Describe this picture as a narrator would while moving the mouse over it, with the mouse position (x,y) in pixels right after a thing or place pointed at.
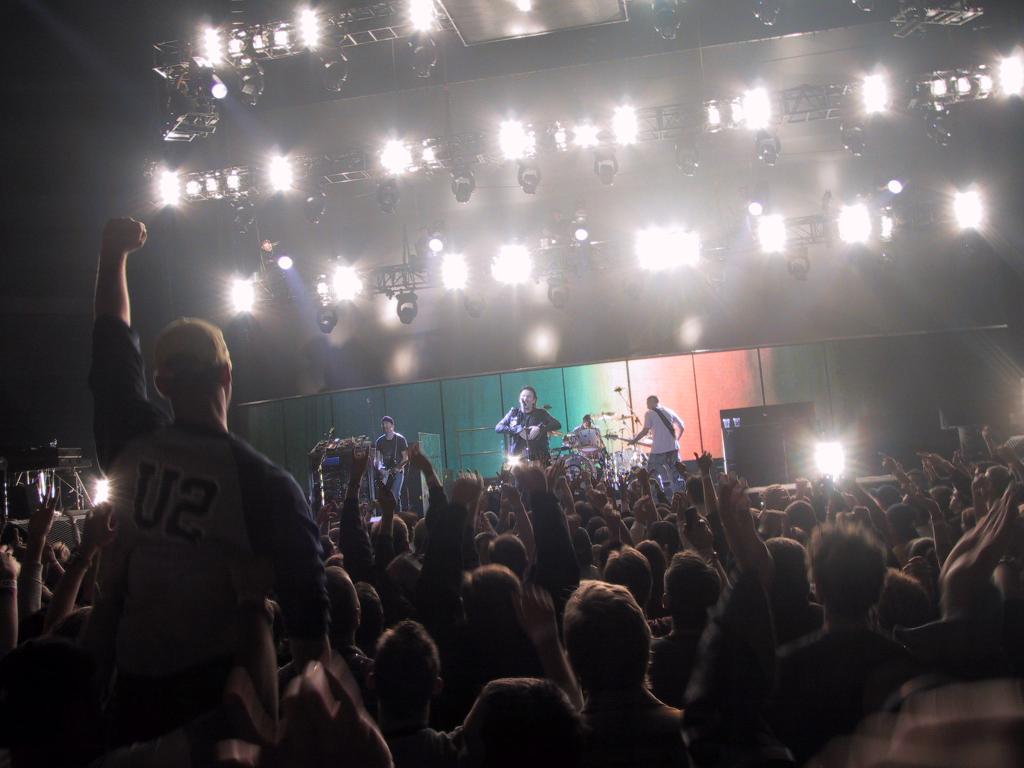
In the image we can see there are people (542,449) standing on the stage (489,431) and they are playing musical instruments (599,440). There are spectators (254,456) standing and they are looking at the people (526,431) standing on the stage (488,449). There is a speaker box (749,420) kept on the stage (825,435).
